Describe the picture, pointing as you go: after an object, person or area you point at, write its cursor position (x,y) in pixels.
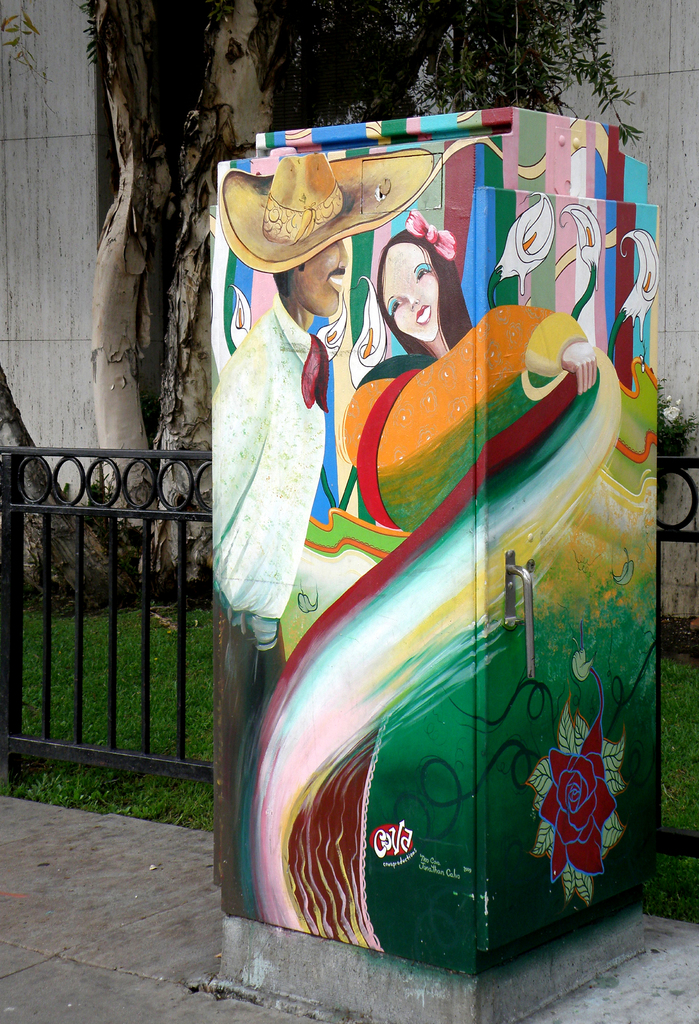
In this picture we can see painting (398,497) on the box (398,560), beside to the box (219,529) we can find fence (183,579), in the background (216,28) we can see a tree (258,57) and grass (164,652).
